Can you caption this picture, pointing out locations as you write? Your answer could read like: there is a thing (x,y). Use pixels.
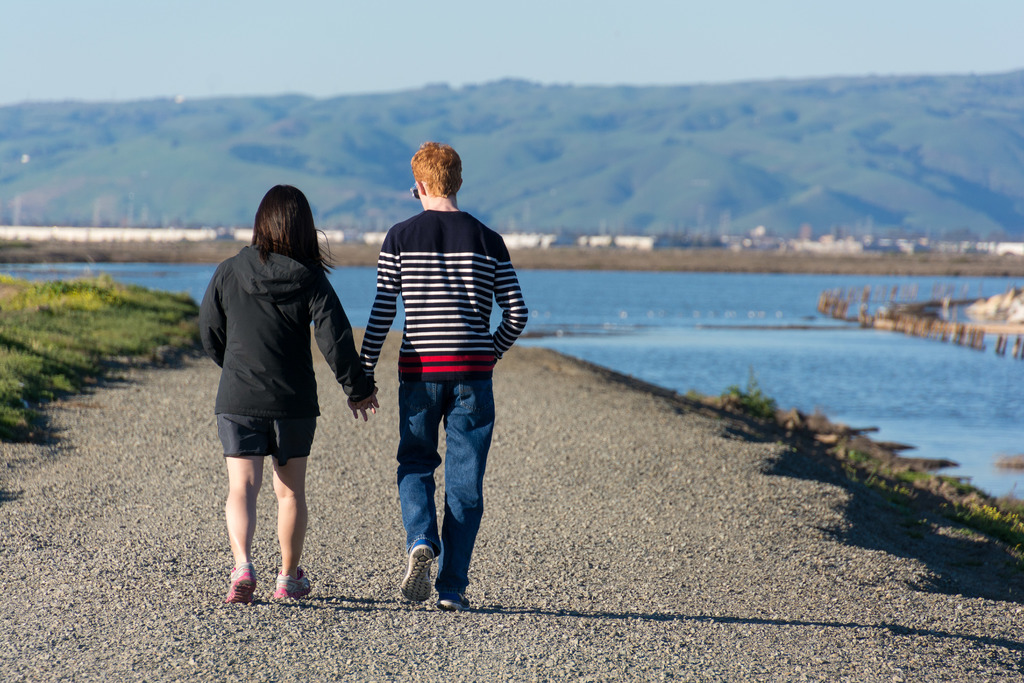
As we can see in the image in the front (496,366) there are two people (310,398) walking. There is grass (138,332), water (721,385), hills (264,131), trees (263,148) and sky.
